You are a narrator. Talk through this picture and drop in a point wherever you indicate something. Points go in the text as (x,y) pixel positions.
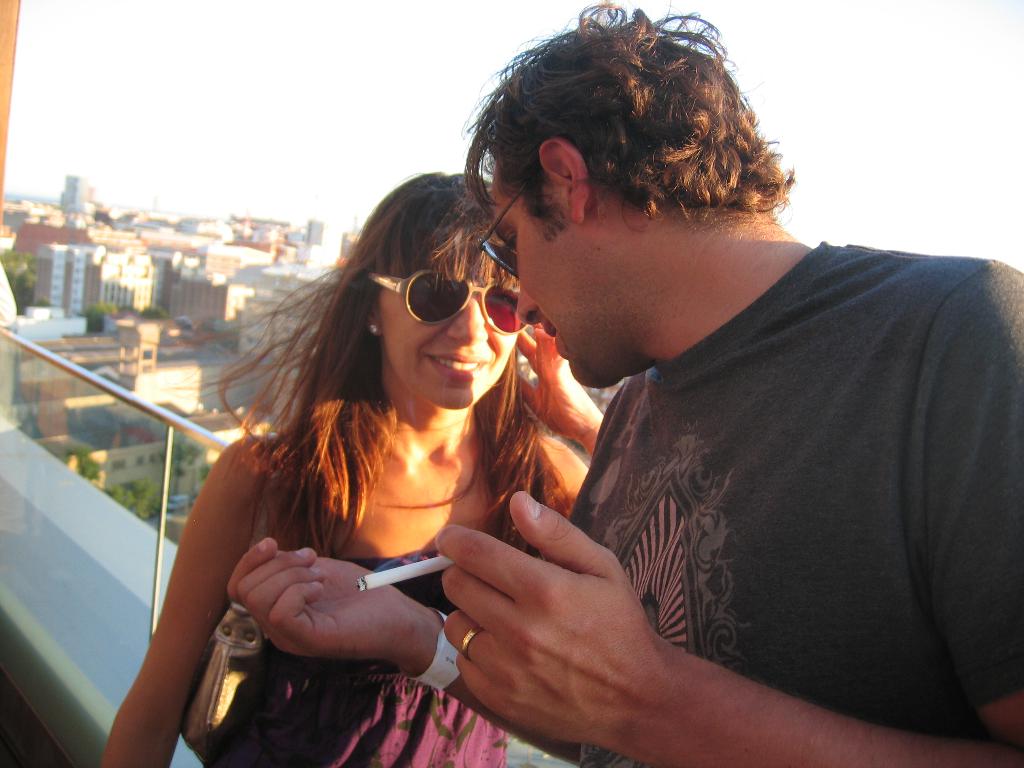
In the picture I can see a man (588,500) and a woman (396,462) are standing. The man (596,471) is holding a cigarette (431,568) in the hand (460,597). In the background (169,293) I can see buildings (180,296) and the sky (167,76). I can also trees (88,312). The background of the image (91,329) is blurred.
